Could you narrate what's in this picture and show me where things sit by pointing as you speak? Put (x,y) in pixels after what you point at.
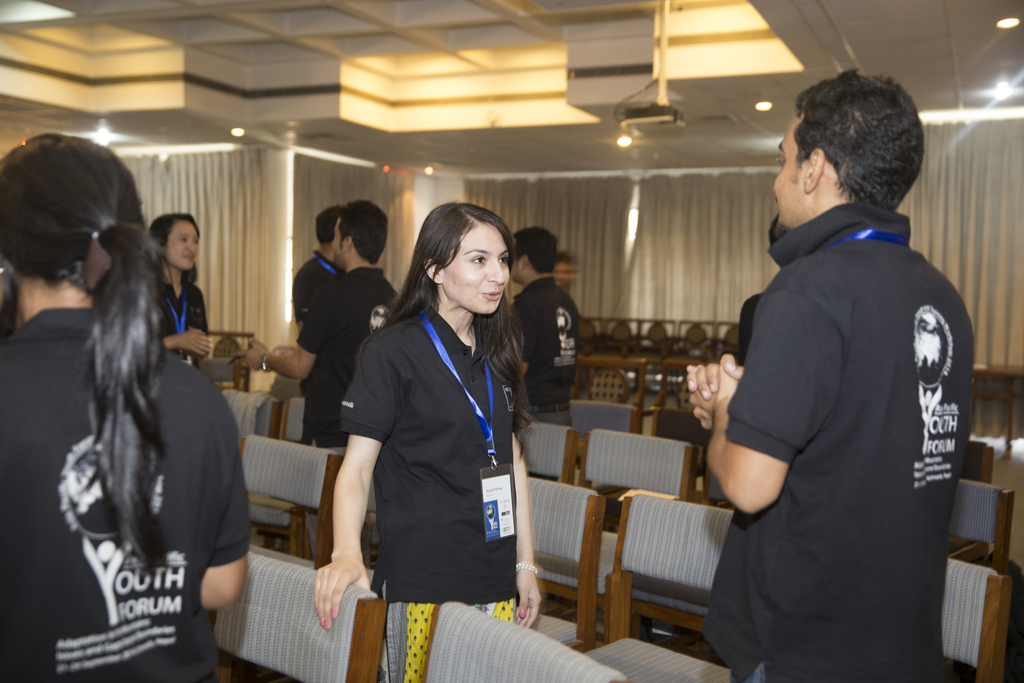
In this image there is a woman (19,240), man (784,214) another woman (17,682) standing at the back ground (329,334) there are group of people (552,369) standing, chairs (671,433), curtain (629,268), ceiling light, projector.
